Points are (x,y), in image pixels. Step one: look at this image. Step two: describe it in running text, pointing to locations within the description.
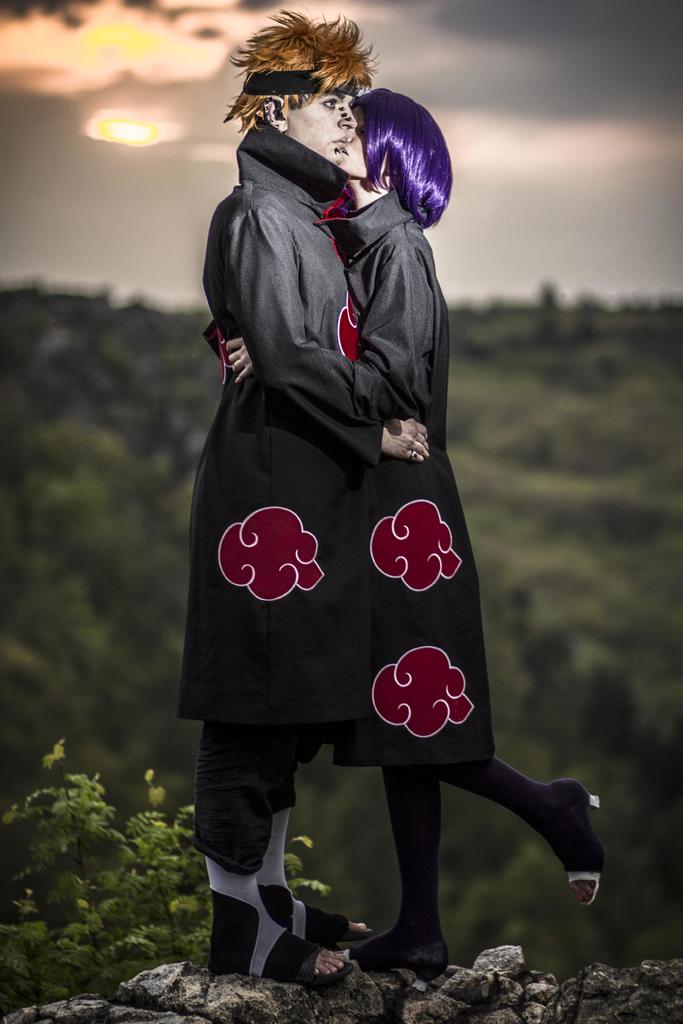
In this picture I can see the depiction picture, where I can see a woman (435,173) and a man (238,489) standing in front (420,892) and on the bottom left of this picture (124,857) I can see the leaves (77,798) and I see that it is totally blurred in the background (503,252) and I see the cloudy sky (43,56) on the top of this picture (456,40).
